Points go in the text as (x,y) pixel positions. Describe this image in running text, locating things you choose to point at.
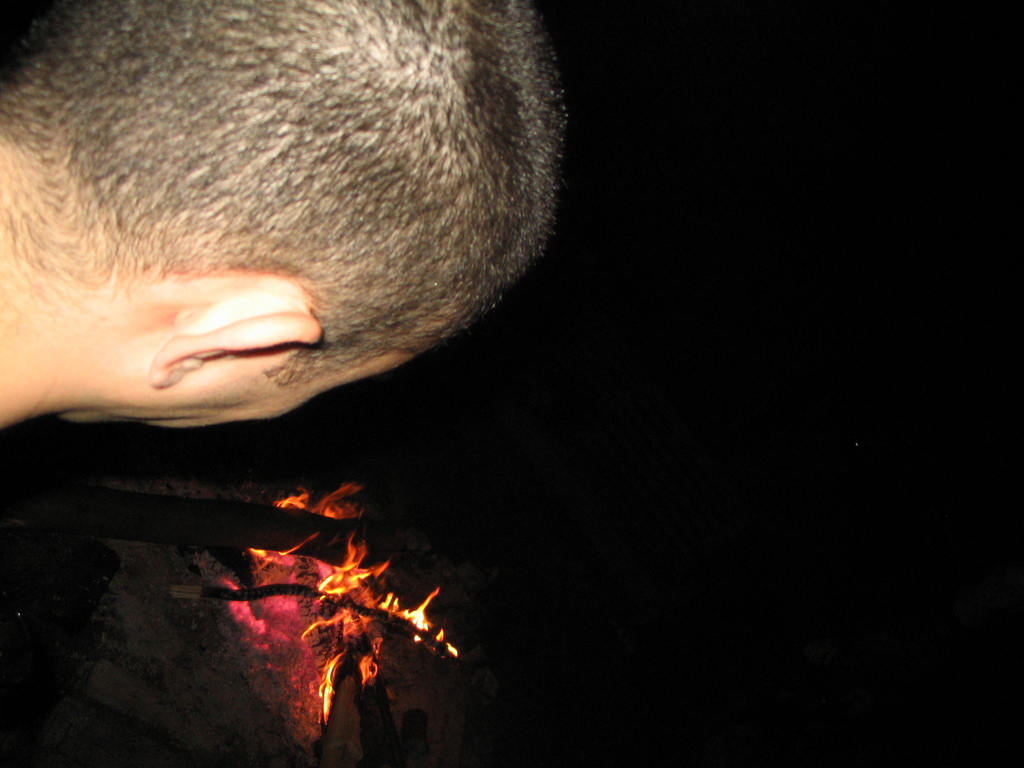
In this image in the front (285,332) there is a person (231,222). In the center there is a bonfire (286,595).
